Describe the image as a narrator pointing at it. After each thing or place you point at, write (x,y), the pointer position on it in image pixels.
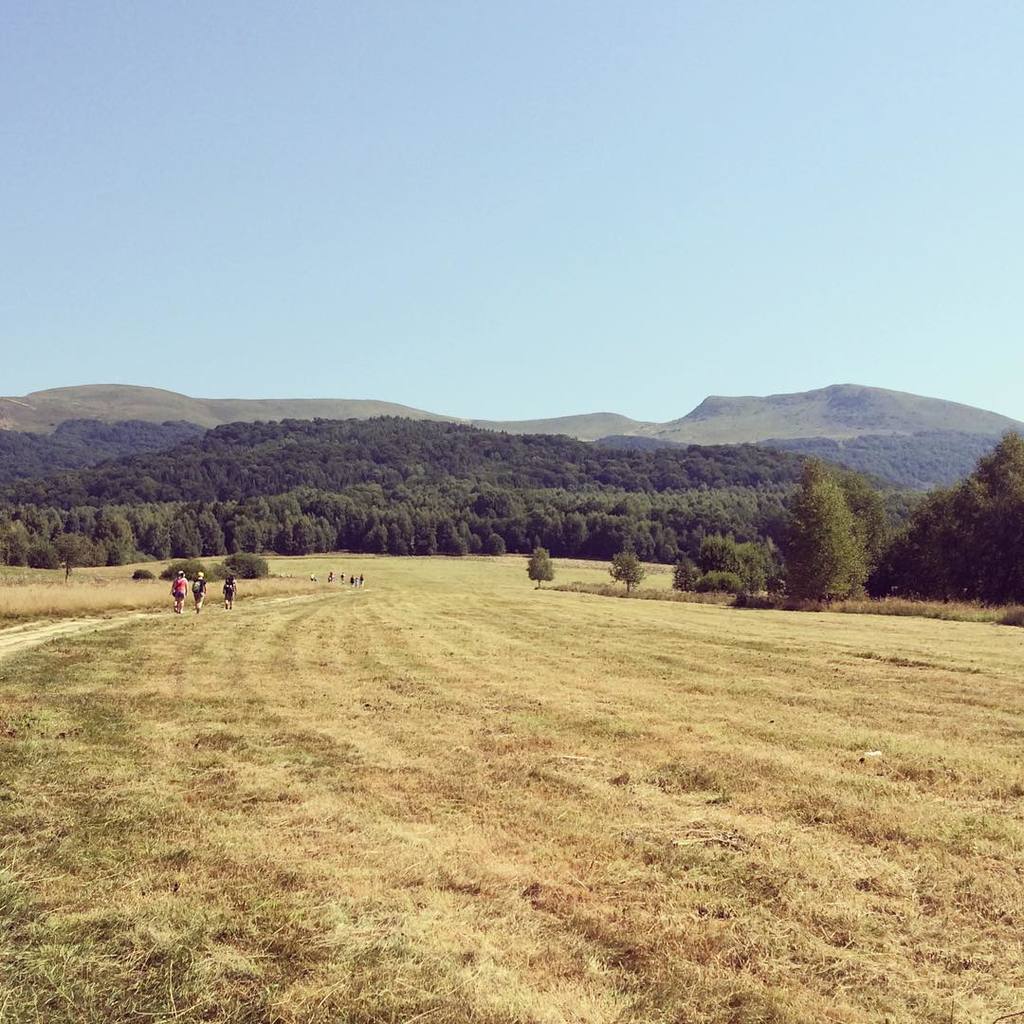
In this image we can see there are people (228,577) walking on the ground (551,681) and there are trees (638,518), grass (917,608), mountains (727,414) and the sky (502,223).
